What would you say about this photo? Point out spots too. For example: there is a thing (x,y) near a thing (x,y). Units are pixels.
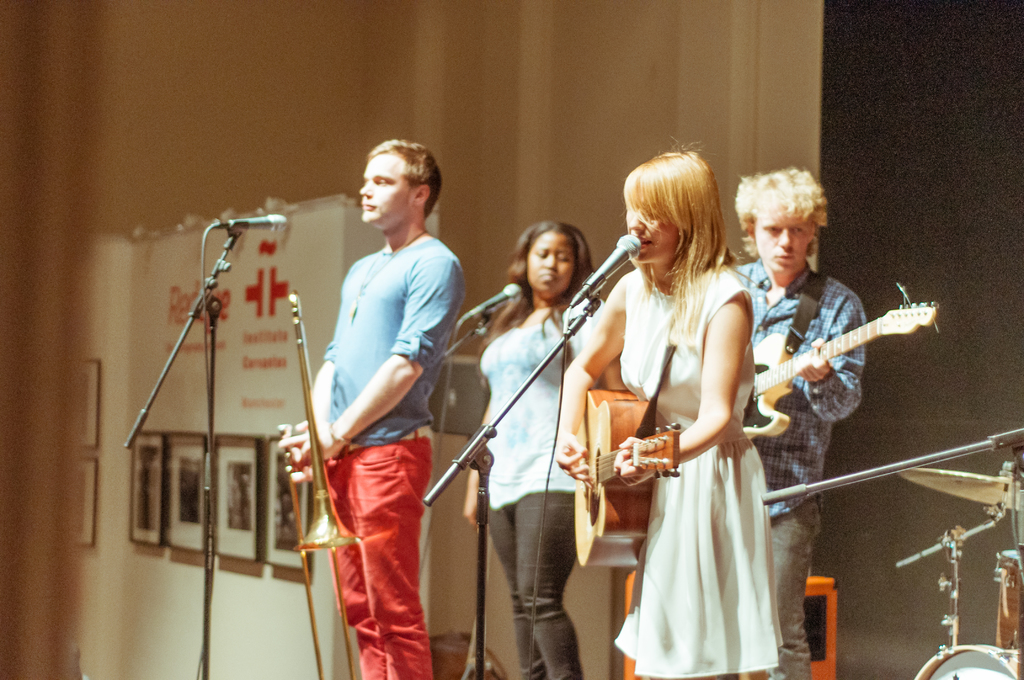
In this picture there are four people (441,361) standing and this woman (612,296) is singing she is also playing a guitar (675,427) and in the background (782,187) there is another person (808,289) holding the guitar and two people (486,353) standing and watching one of them is holding a trombone (307,564).
